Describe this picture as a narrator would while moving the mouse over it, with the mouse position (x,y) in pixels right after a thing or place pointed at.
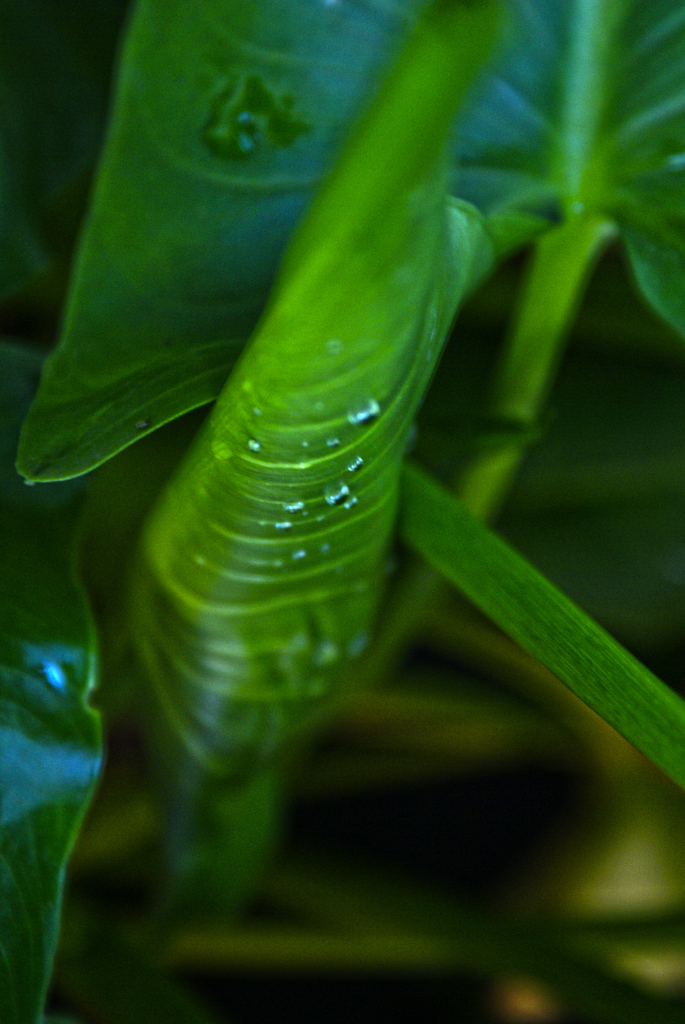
In this image we can see some leaves (450,561) of a plant (445,724).
